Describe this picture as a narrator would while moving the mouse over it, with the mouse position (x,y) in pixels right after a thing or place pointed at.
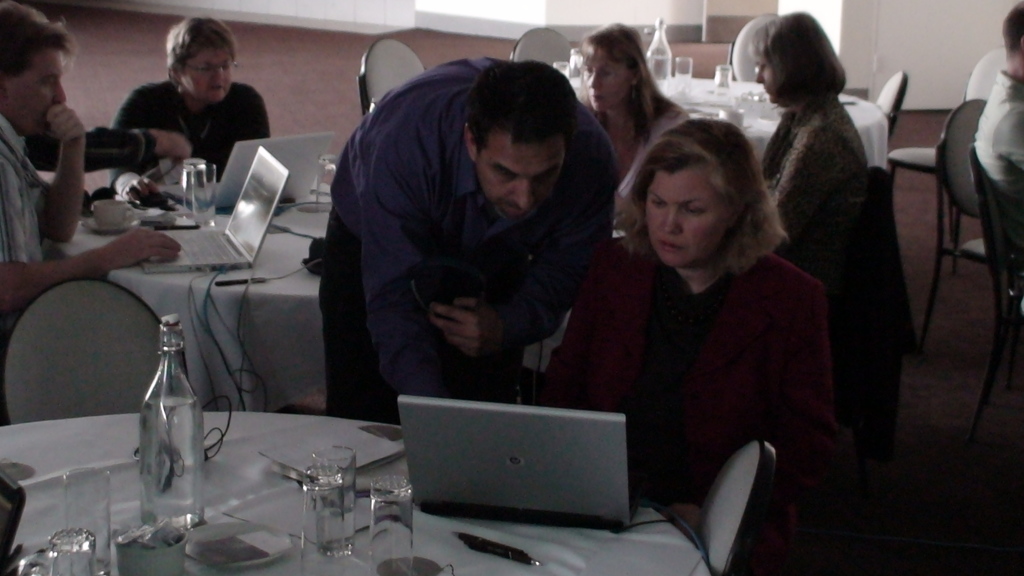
in this image i can see a group of persons (682,268) sitting on the chair (733,522) in front of the image i can see a person (412,226) wearing blue color t-shirt (391,308) and seeing a systems (479,447). on the table (238,486) there are some glasses (99,536) kept on the table (198,353). on the right side (984,142) i can see a person (1000,187) sitting in the chair (1016,238).
